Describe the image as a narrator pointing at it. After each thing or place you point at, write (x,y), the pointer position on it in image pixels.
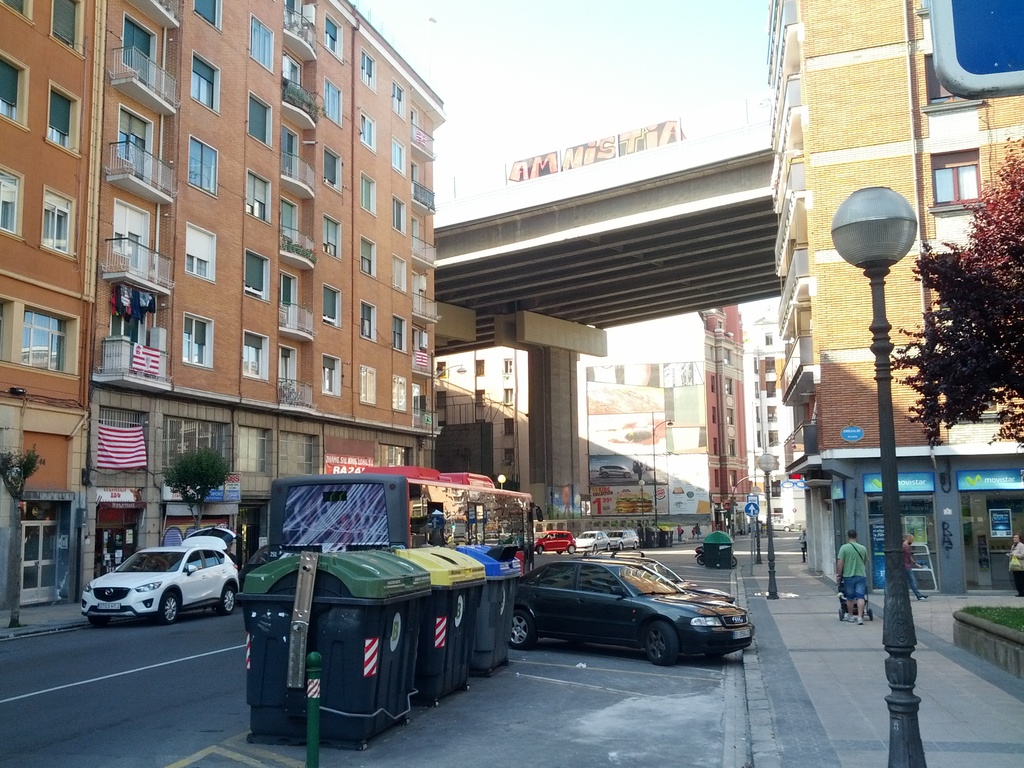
In the image I can see some dustbins (376,695) and vehicles (605,631) on the road (50,728), beside the road (301,749) there are so many buildings (79,489), tree (950,258) and street light pole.
